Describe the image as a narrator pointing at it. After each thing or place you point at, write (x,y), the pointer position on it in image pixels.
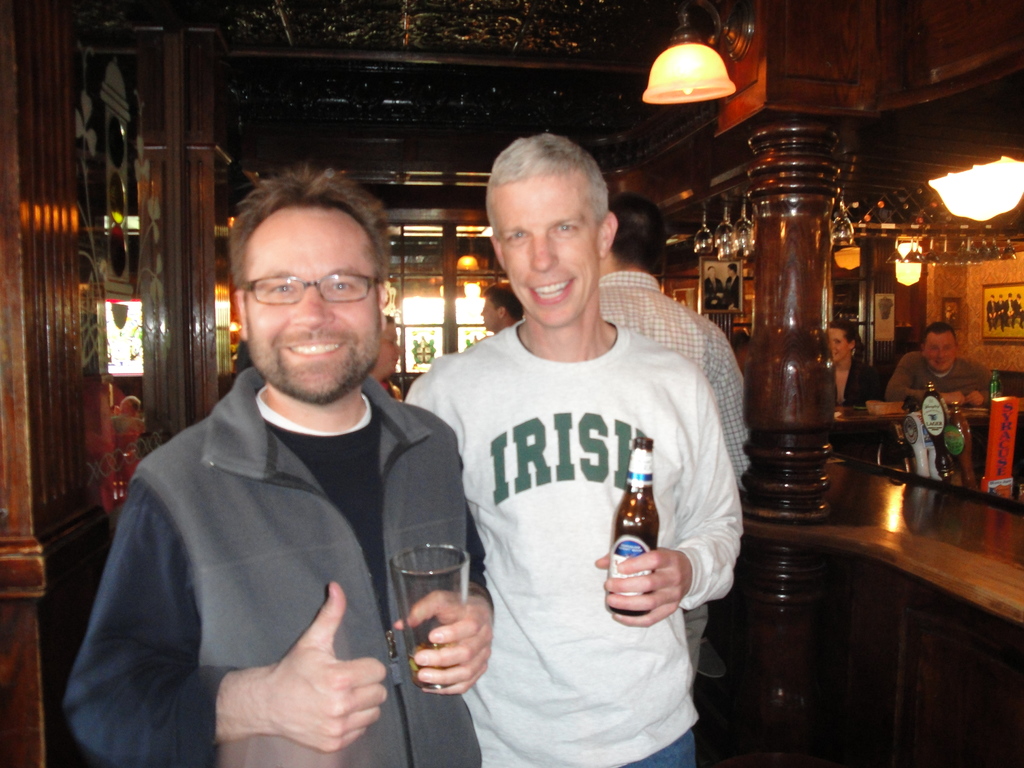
On the left (297,415) a man (280,409) is standing holding a glass (441,558). In the middle (671,466) a man (580,712) is standing holding a beer bottle (635,513) in his hands (597,563) at the top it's a light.
